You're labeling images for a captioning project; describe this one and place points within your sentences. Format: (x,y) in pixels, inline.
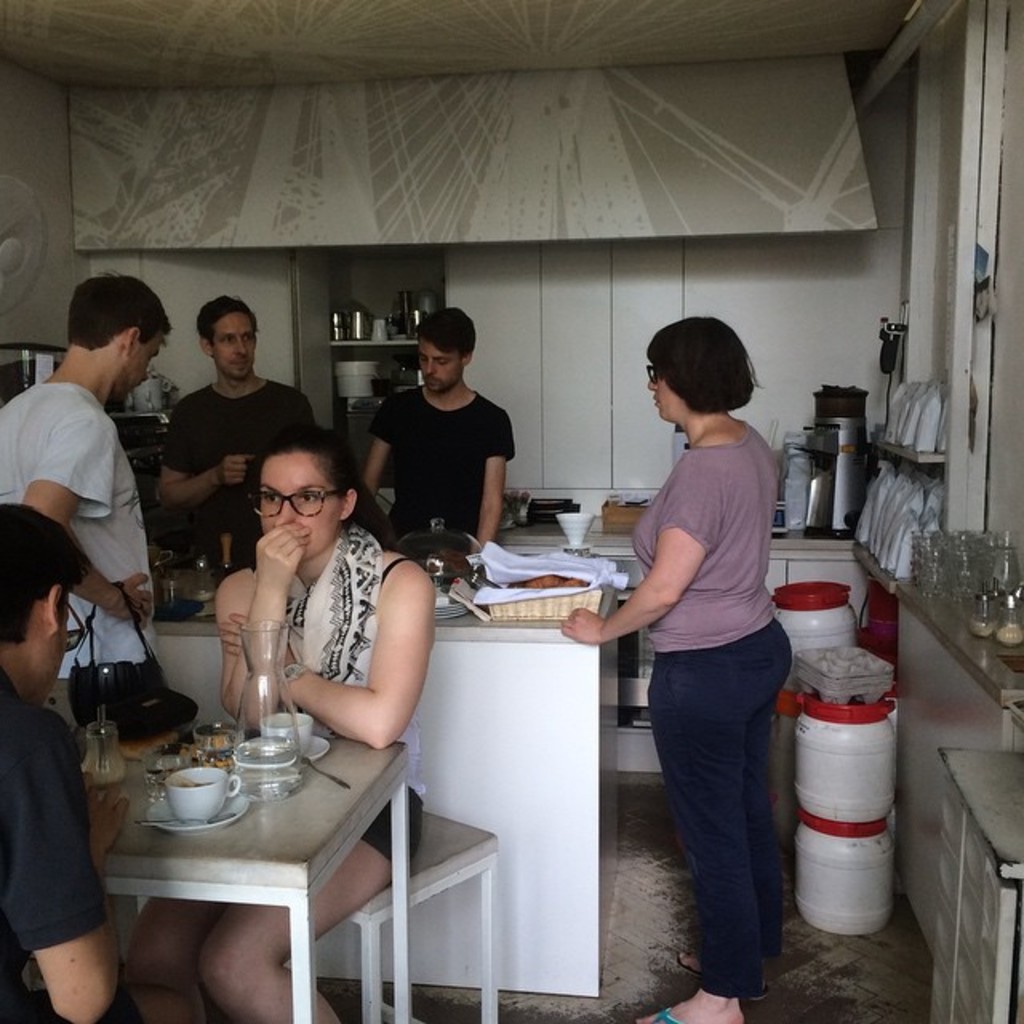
In this picture we can see a group of woman and boys (714,513) are in the kitchen (667,944). In front (352,636) a girl (331,607) wearing white and black printed top (356,622) sitting on the chair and keeping her hand (297,535) at the nose (286,525) in front (269,752) table (169,843) we can see the tea cup (216,785) and glass bottle (269,730). Behind we can see the three boys (424,437) wearing black and white t-shirt (463,509) is preparing the food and beside a woman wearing purple t-shirt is standing and help them. At the right corner (848,752) we can see the some white tubs (852,864) on the floor (870,979) and some glasses (919,548) and steel vessels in the shelves (938,635).
